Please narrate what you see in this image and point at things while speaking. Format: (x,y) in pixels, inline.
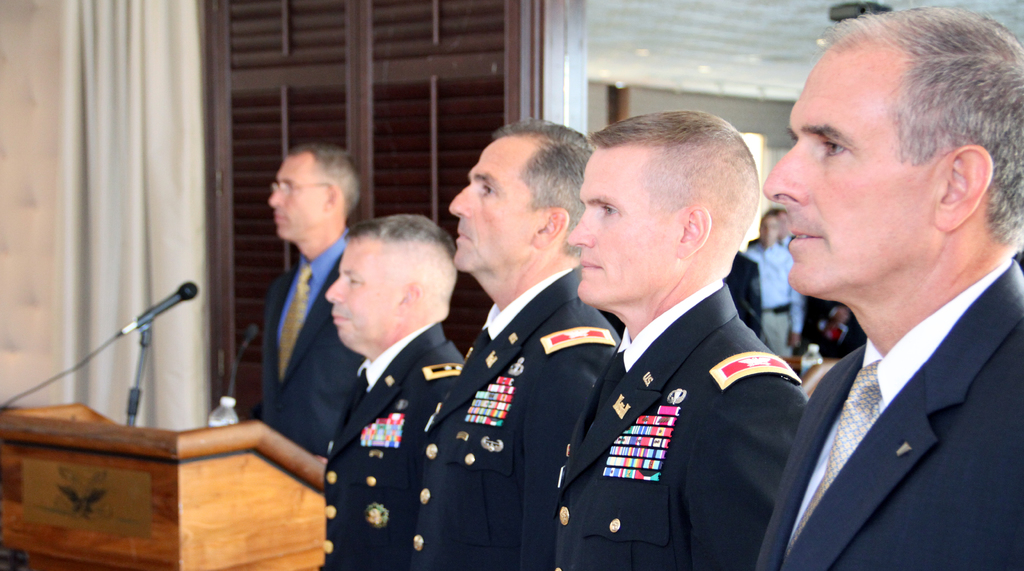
In this image there are a few officers (579,377) standing, beside them there is a person (292,311) standing on the dais (56,558), in front of him there is a mic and a bottle (231,415) of water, behind the officers (704,302) there are other people (733,274) standing, in the background of the image (281,87) there is a wooden door (207,128) and curtains (128,154).
